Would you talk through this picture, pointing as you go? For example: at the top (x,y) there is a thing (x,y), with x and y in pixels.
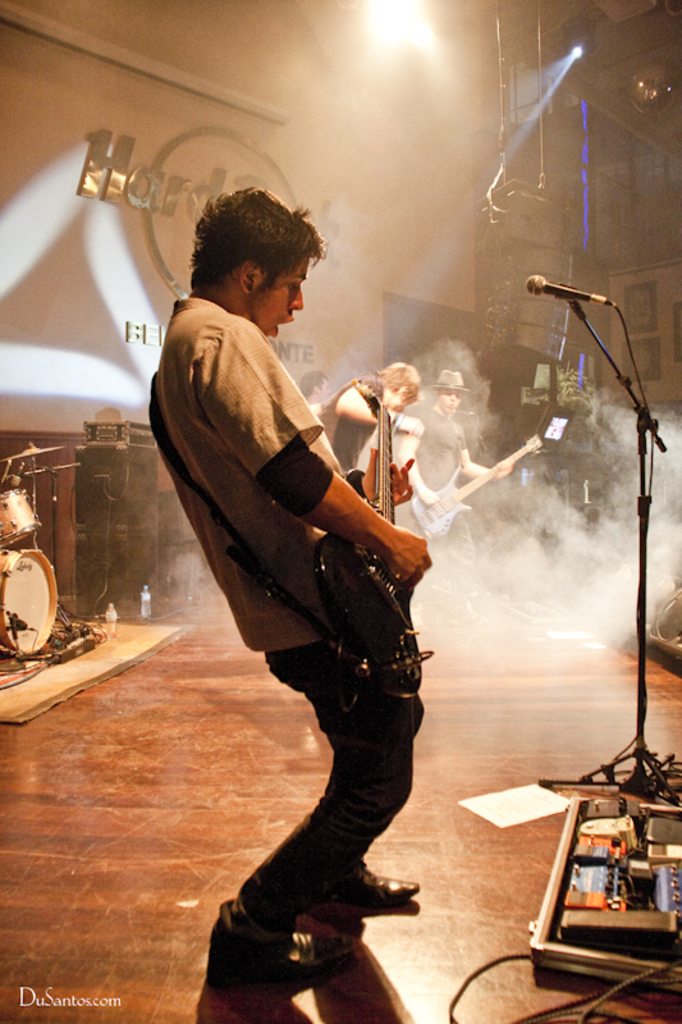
This image is taken indoors. At the bottom of the image (167,937) there is a floor (447,848). In the background (409,207) there is a wall (329,194). There is a text (156,327) on the wall (298,155). There are a few picture frames (634,347) on the wall (429,348). Three men (348,394) are standing on the floor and they are playing music with musical instruments (448,498). On the left side of the image (9,531) there are a few musical instruments (5,528) on the floor (65,710). On the right side of the image (550,532) there is smoke (627,573) and there is a speaker box (673,630) on the floor (611,749). There is a mic (570,289). There are a few instruments (581,903) on the floor (464,774). In the middle of the image (297,466) a boy (298,577) is standing on the floor (430,818) and playing music with a guitar (406,648). At the top of the image (412,48) there is a light (408,36).
